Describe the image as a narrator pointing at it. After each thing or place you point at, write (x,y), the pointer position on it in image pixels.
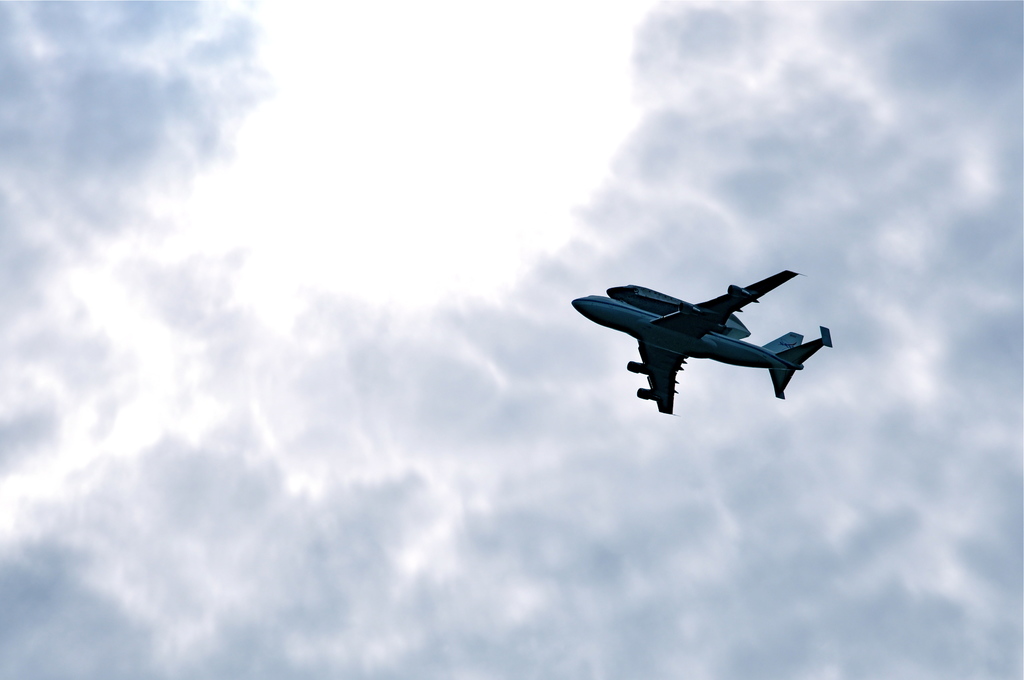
In the background (314,323) portion of the picture we can see the sky (881,496). In this picture we can see a plane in the air (480,341).
